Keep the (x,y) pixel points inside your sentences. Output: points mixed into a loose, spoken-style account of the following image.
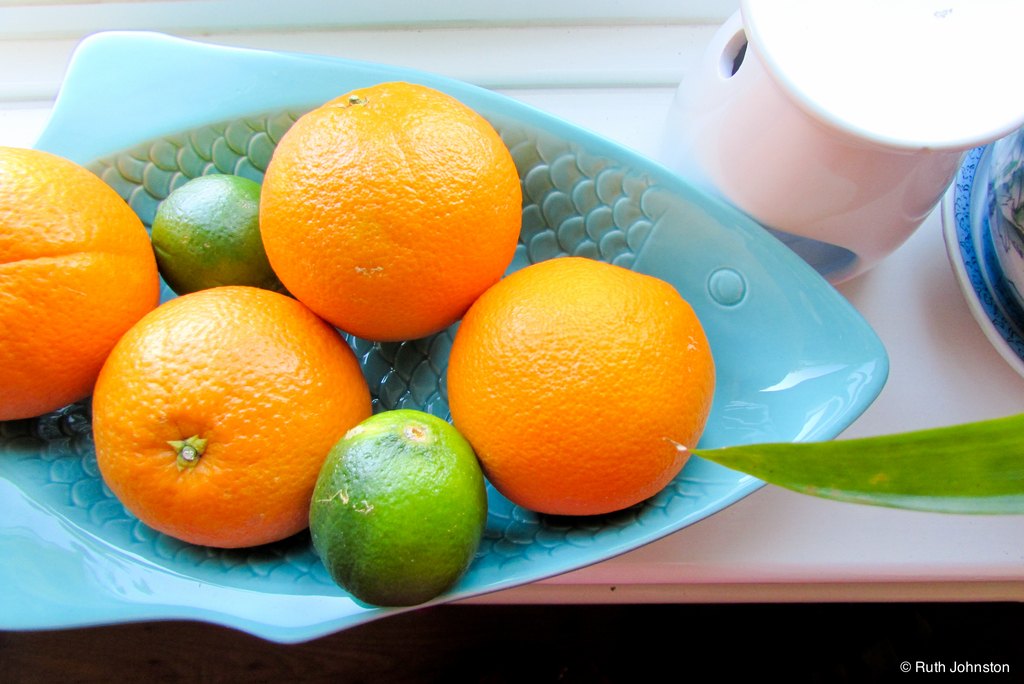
In front of the image there is a leaf (827,476). There is a table (928,428). On top of it there are oranges (47,164) and lemons (345,512) in the tray (833,404). Beside the tray (690,233) there are some other objects (1012,330). There is some text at the bottom of the image (929,665).
